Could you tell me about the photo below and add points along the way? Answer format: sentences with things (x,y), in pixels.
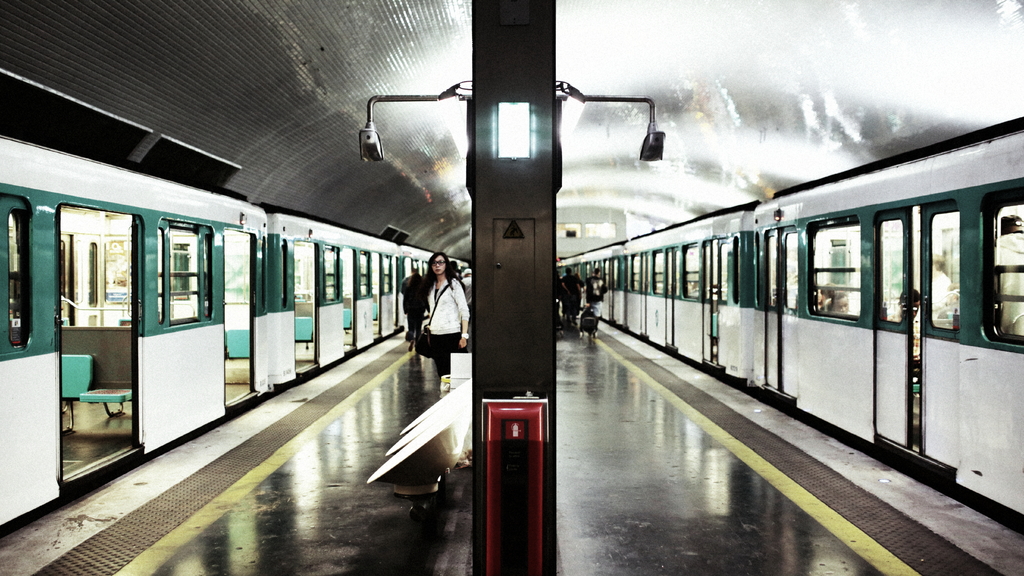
In this picture there are people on the platform (413,375) and we can see trains (617,292), lights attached to the pole (474,106), chairs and shed (404,159).
